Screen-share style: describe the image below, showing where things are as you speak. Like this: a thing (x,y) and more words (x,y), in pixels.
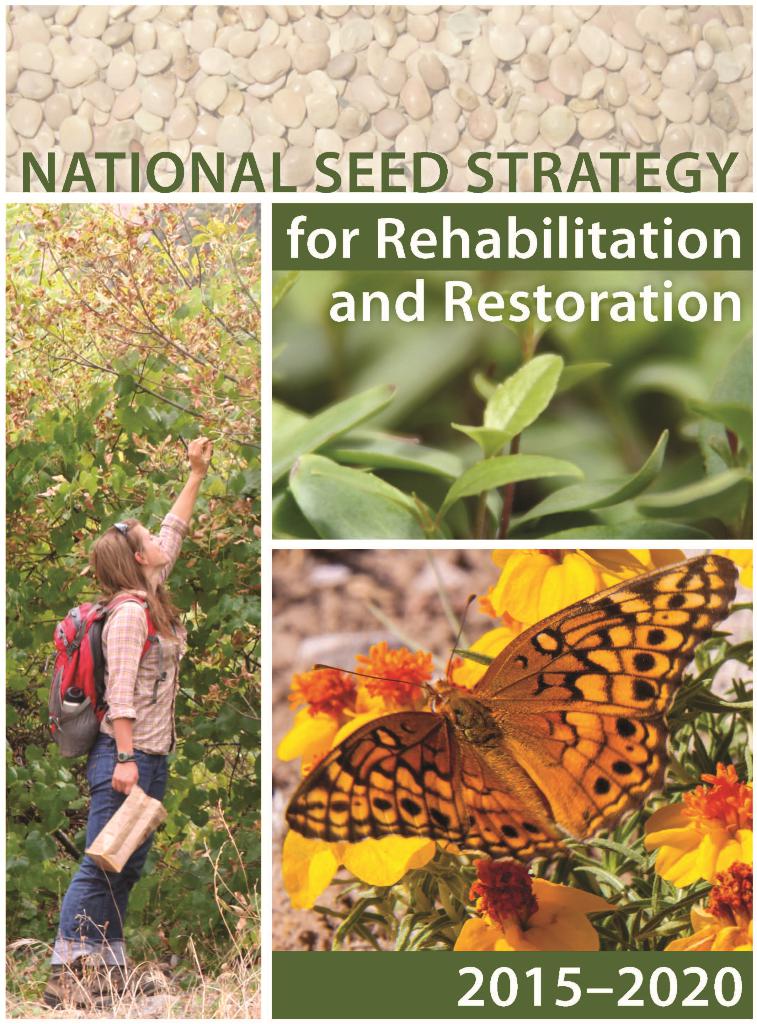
In this image we can see the collage of woman (89,965) standing on the ground (106,1004), plants (602,431) and a butterfly (449,756) on the plants (345,694).
